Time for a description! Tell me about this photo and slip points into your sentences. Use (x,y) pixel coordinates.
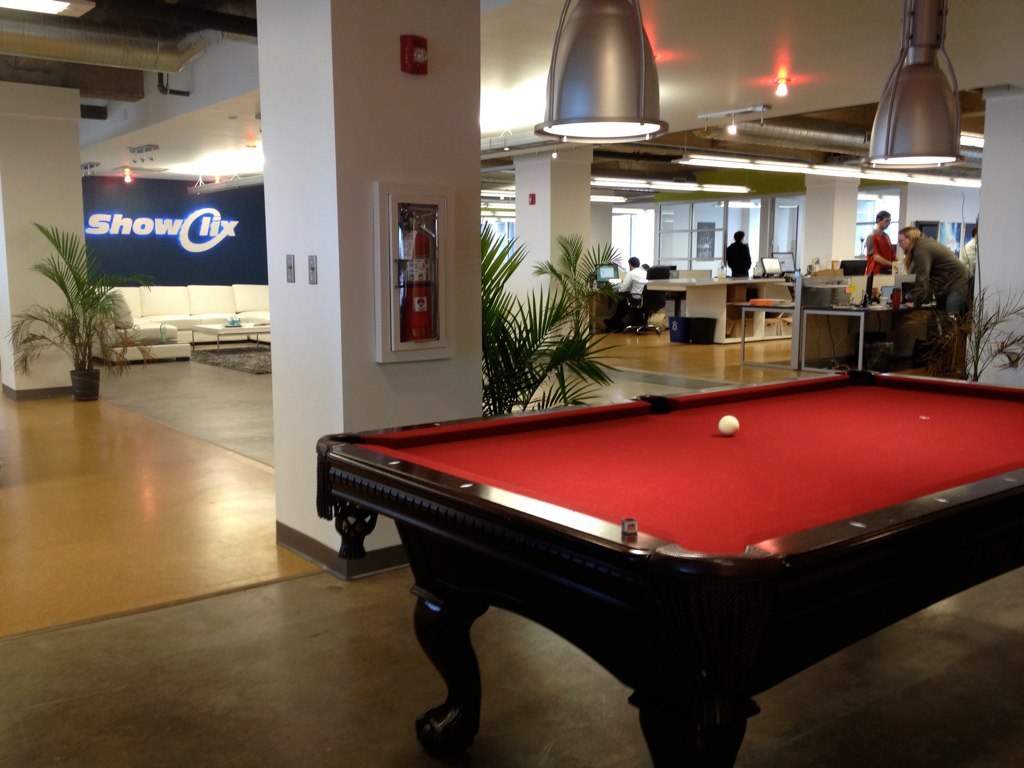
In this image I see a table (1023,485) over here and there is a ball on it. I can also see few plants (564,379) and the lights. In the background (863,294) I see few people (929,236), tables (598,320) and monitors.
